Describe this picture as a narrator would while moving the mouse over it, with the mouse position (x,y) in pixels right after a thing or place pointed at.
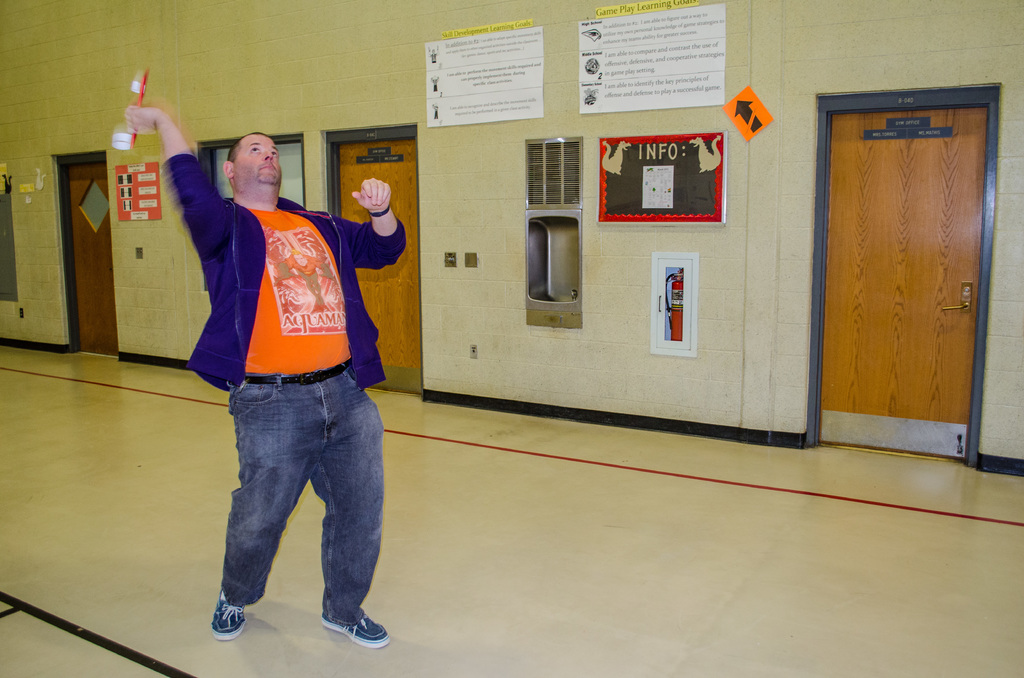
In this picture we can see a man (332,401) is standing and holding something, at the bottom (470,616) there is floor (470,610), in the background (370,63) we can see a wall (361,50) and doors (960,304), we can see boards (720,179) and papers (675,65) pasted on the wall (412,43), there is a fire extinguisher (673,325) in the middle (679,300), we can see some text (636,38) on these papers (611,42).
